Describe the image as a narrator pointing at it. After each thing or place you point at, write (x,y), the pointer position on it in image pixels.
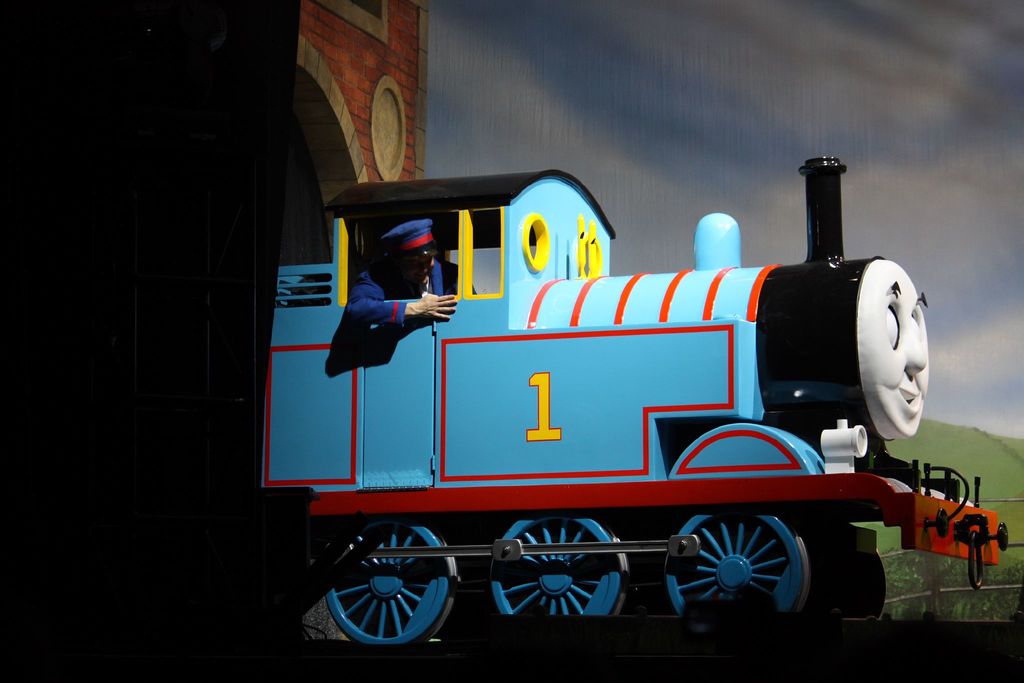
In the center of this picture (399,290) we can see a person (417,273) wearing blue color hat (415,230) and sitting in the train (442,369) and we can see the number (546,396) on the train (594,351). In the background (720,123) we can see the picture consists of sky (726,75), green grass (953,430) and some other items (313,150) and we can see some other objects (375,67).
